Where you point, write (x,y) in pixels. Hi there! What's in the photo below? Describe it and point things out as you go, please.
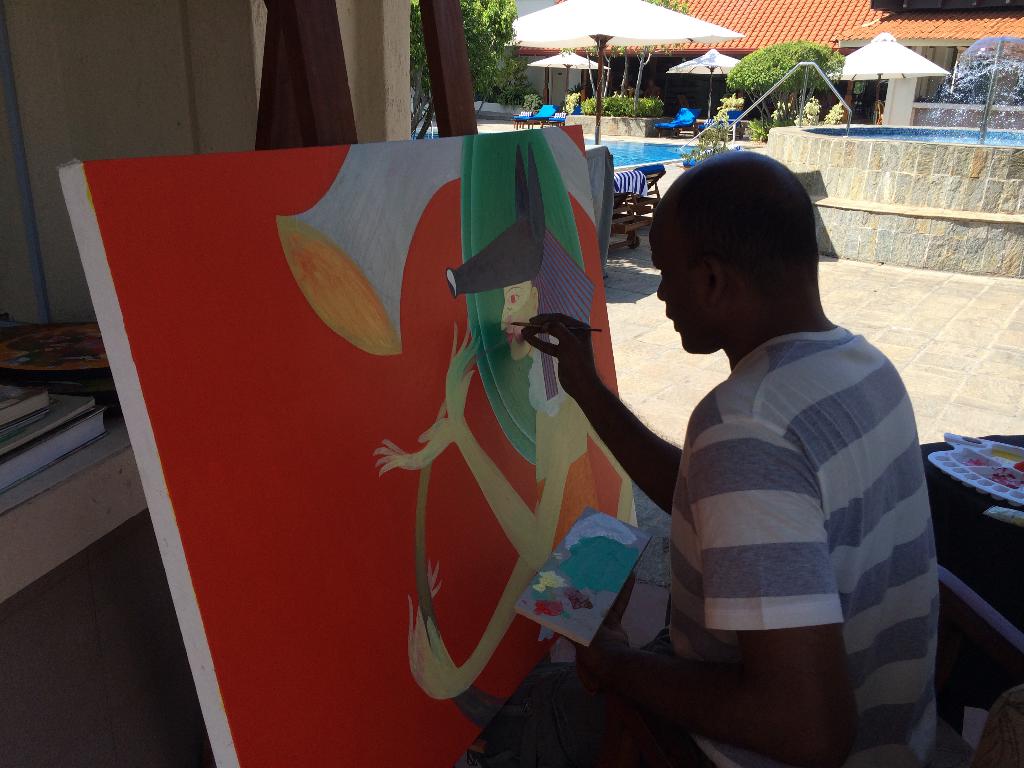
In this image I can see a person (778,481) wearing grey and white colored dress (804,489) is sitting on a chair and holding a board (581,527) and a paint brush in his hands (575,319). I can see a huge board (436,407) in front of him and on it I can see a painting (300,427) which is orange, white, black, yellow and green in color. In the background (956,328) I can see a painting board (992,469), the floor (970,331), the swimming pool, the fountain (961,77), few white colored umbrellas (903,45), few trees (625,52), few blue colored beach beds (555,116) and the roof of the house (756,22) which is brown in color.
